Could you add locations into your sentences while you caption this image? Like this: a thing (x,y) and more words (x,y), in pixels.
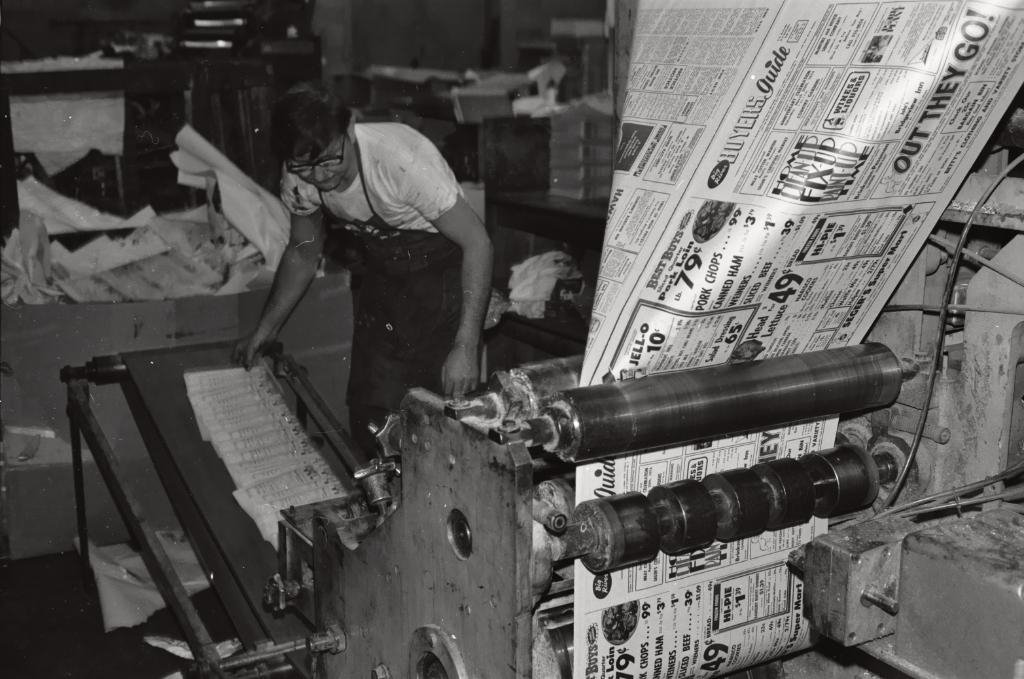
In the center of the image (373,278) there is a person (460,278) standing on the floor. On the right side of the image (734,166) there is a paper (683,171) and printing machine (569,451). In the background (131,243) we can see papers (136,221), containers (513,141) and equipment (171,86).
